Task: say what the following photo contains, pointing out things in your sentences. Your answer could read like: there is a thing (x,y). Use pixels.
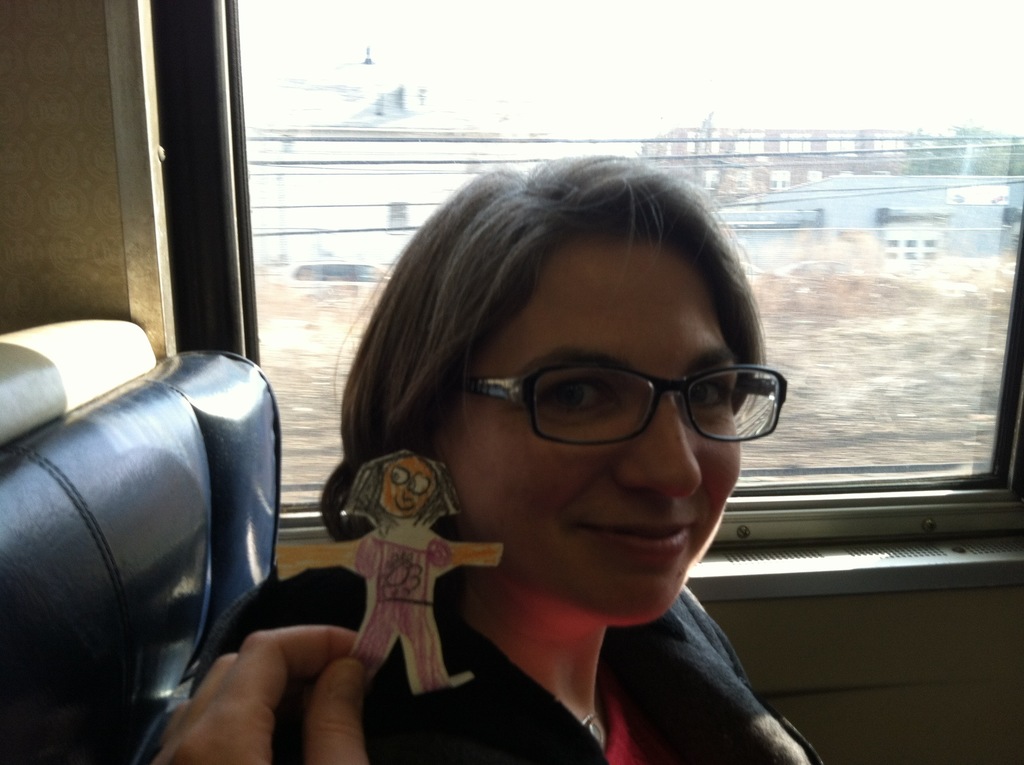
In the picture I can see a person (310,603) is sitting on the seat (122,403) and wearing a dress (527,685) and spectacles (702,431) is smiling. Here I can see a person's hand (328,679) holding a paper toy (391,589). In the background (297,275), I can see glass windows (938,430) through which I can see houses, wires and vehicle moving on the road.
